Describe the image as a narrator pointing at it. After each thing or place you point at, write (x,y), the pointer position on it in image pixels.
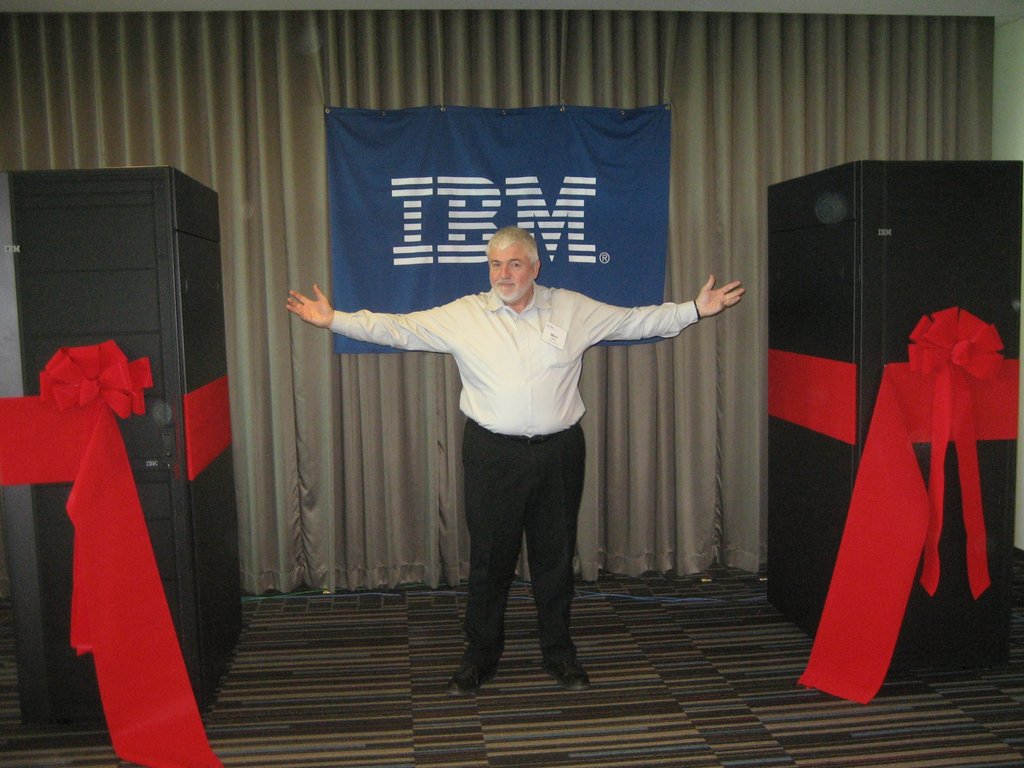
In this picture there is a person (546,441) standing and there is an object (112,314) on either sides of him and there is IBM (530,181) written behind him.
